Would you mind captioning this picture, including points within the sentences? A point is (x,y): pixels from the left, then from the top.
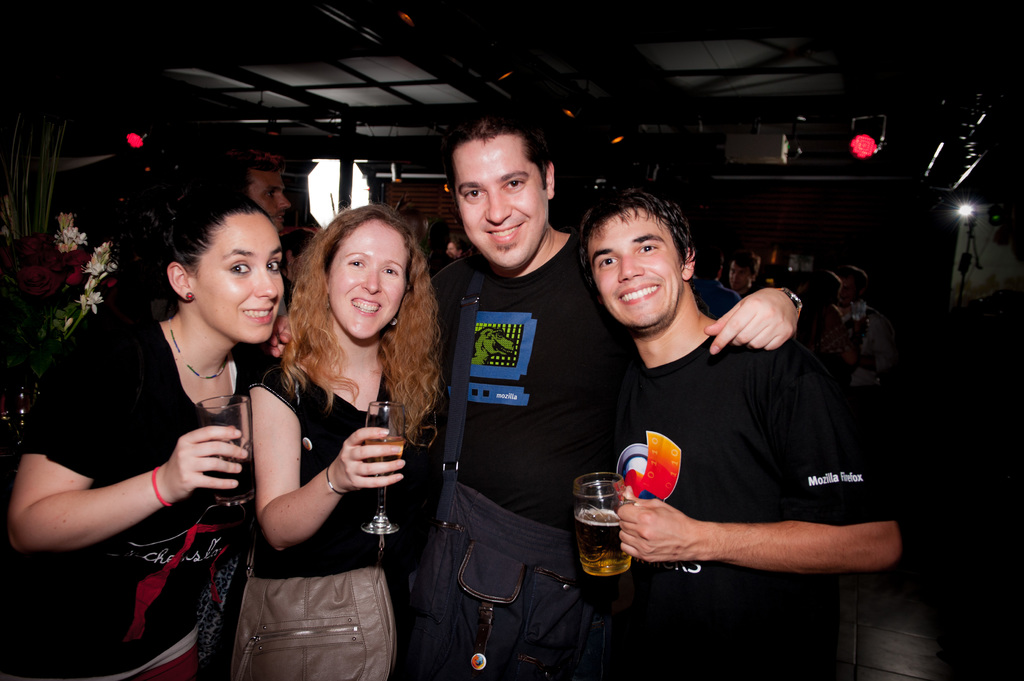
In the middle of this image (386,266), there are two women (395,256) and two men (637,225) in black color t-shirts (160,392), smiling and standing. In the background (49,322), there are other persons (758,276), there are lights (134,140) attached to the roof (845,132), there is a flower vase (64,277) and other objects (1003,237). And the background (922,182) is dark in color.
